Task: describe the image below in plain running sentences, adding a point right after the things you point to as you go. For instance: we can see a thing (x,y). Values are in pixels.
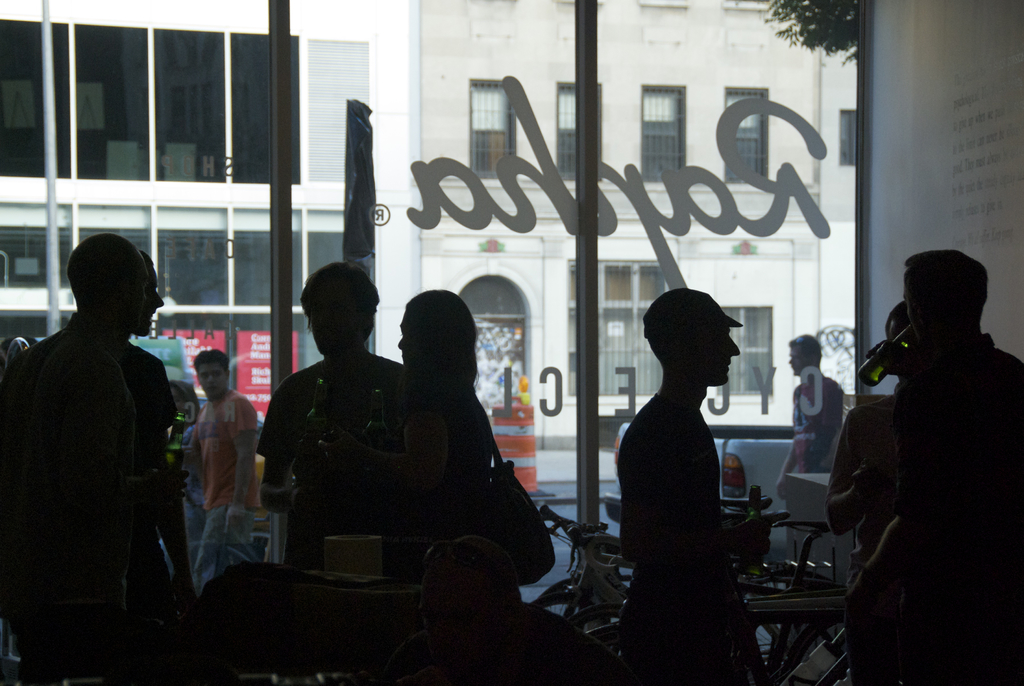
In this image, we can see a group of people (1021,454). In the background (255,242), we can see a glass door (637,250), outside the glass door (272,371), we can see a man (217,566) walking, building (208,195), window (509,130), plant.
